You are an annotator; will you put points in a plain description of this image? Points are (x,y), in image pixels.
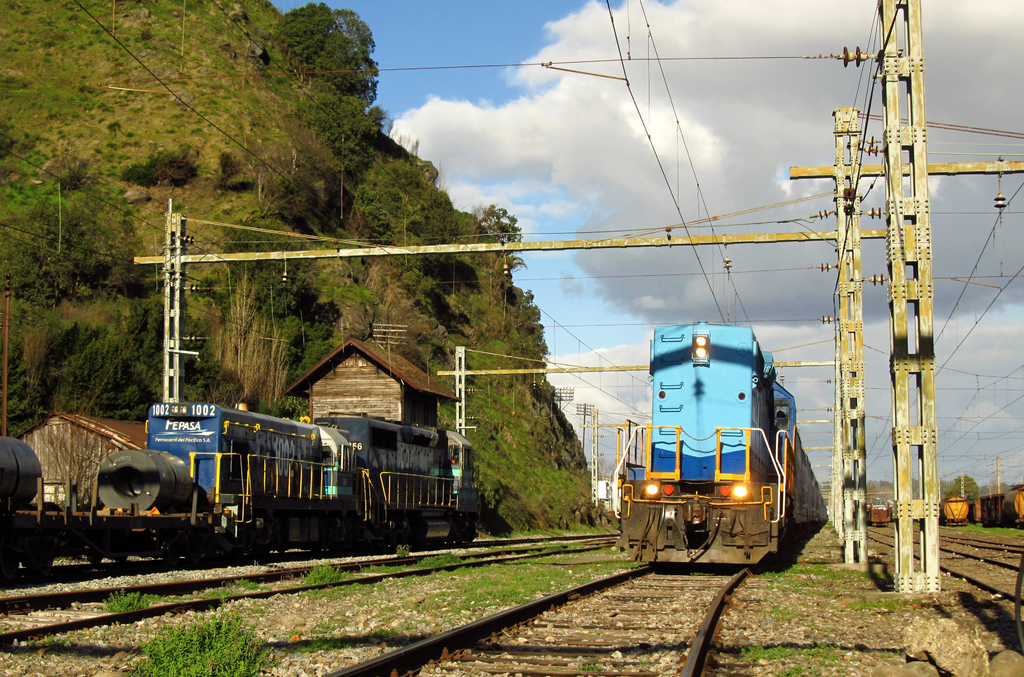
In this picture I can see trains (186,433) on the railway tracks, there are houses (385,398), there are plants (34,141), poles (897,374), cables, there are trees (136,356), and in the background (688,213) there is the sky (810,180).
